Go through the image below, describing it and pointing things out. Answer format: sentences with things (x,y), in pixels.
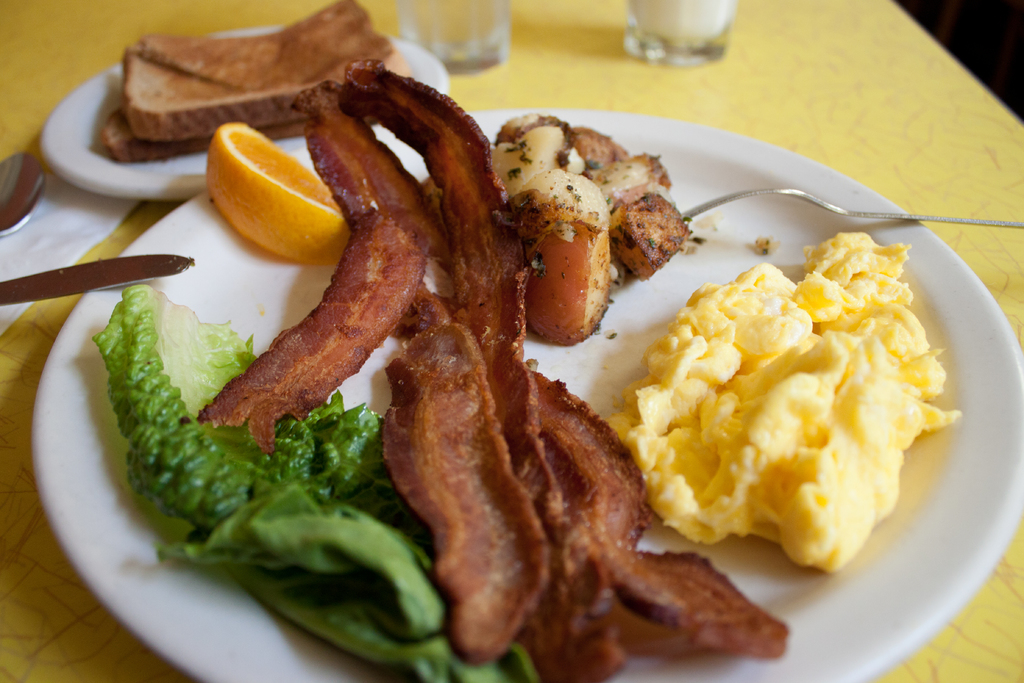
In this picture we can see plates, glasses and on these plates (714,134) we can see food items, here we can see a tissue paper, fork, spoons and these all are on a platform (857,88).
